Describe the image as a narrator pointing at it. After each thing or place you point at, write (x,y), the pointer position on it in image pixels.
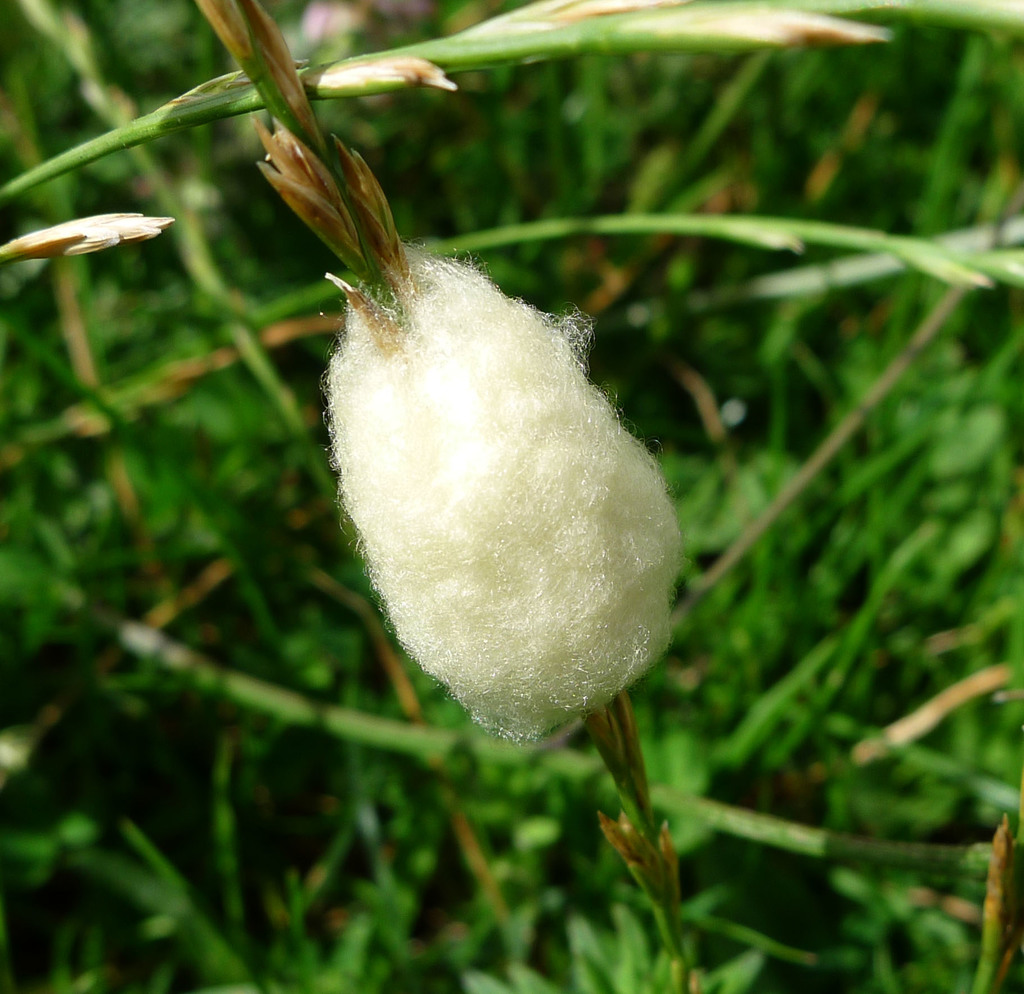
In this image we can see a cocoon (419,499) to the stem (339,247) of a plant (639,757).
